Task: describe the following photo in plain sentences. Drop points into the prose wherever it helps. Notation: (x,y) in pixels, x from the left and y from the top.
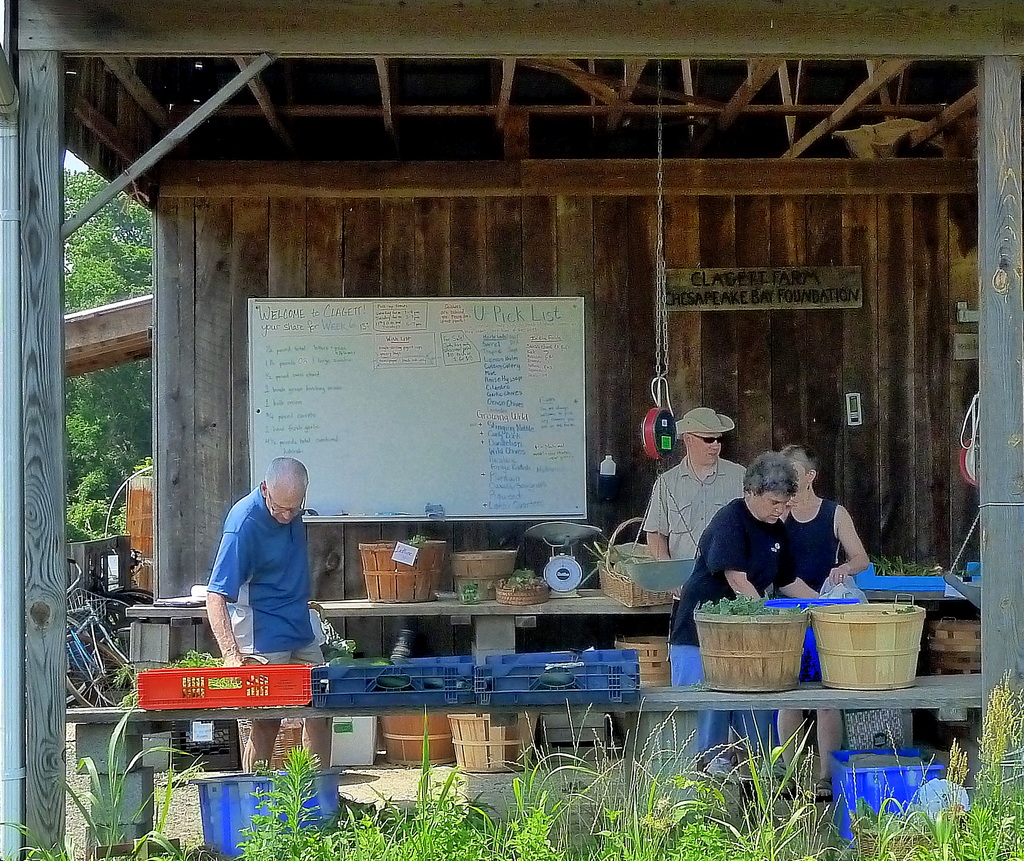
Here I can see a shed (259,185). Under that four people (269,572) are standing. There are some baskets (388,572) and crates (809,668) which are placed on the tables (744,702). At the bottom of the image (422,826) I can see the plants (288,821). In the background (118,281) there are some trees (103,385). At the back of these people (292,559) I can see two boards (451,369) are attached to the wooden surface (366,232). On the boards (366,353) I can see some text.
